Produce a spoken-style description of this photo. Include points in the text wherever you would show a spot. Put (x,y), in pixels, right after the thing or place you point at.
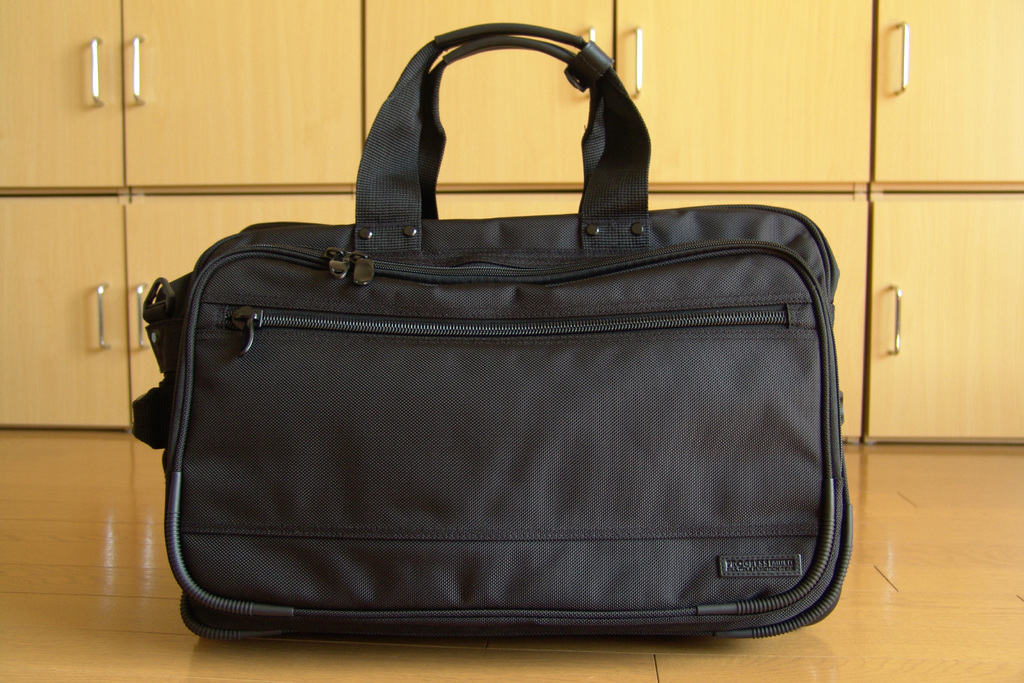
In this picture we can see a black colored bag (560,496). And on the background (242,124) these are the cupboards (917,139).
